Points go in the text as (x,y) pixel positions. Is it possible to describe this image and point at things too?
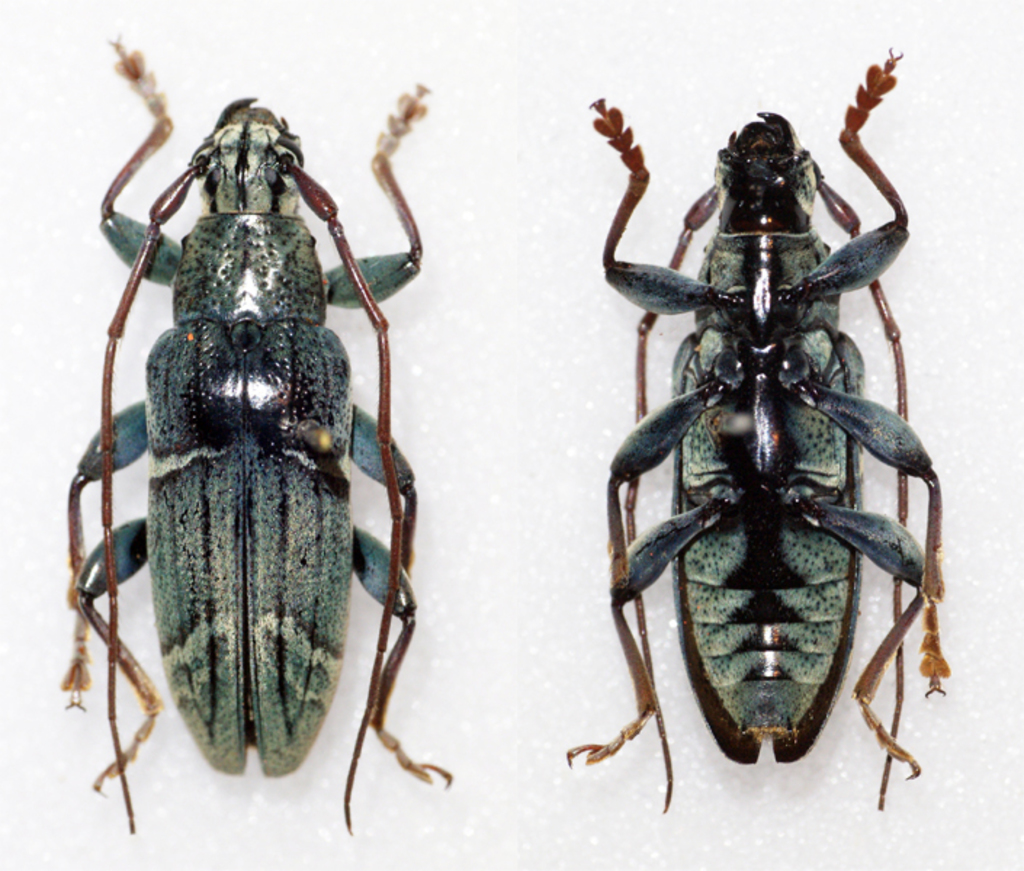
In this picture we can see two insects (713,263). Background (504,330) is white in color.
